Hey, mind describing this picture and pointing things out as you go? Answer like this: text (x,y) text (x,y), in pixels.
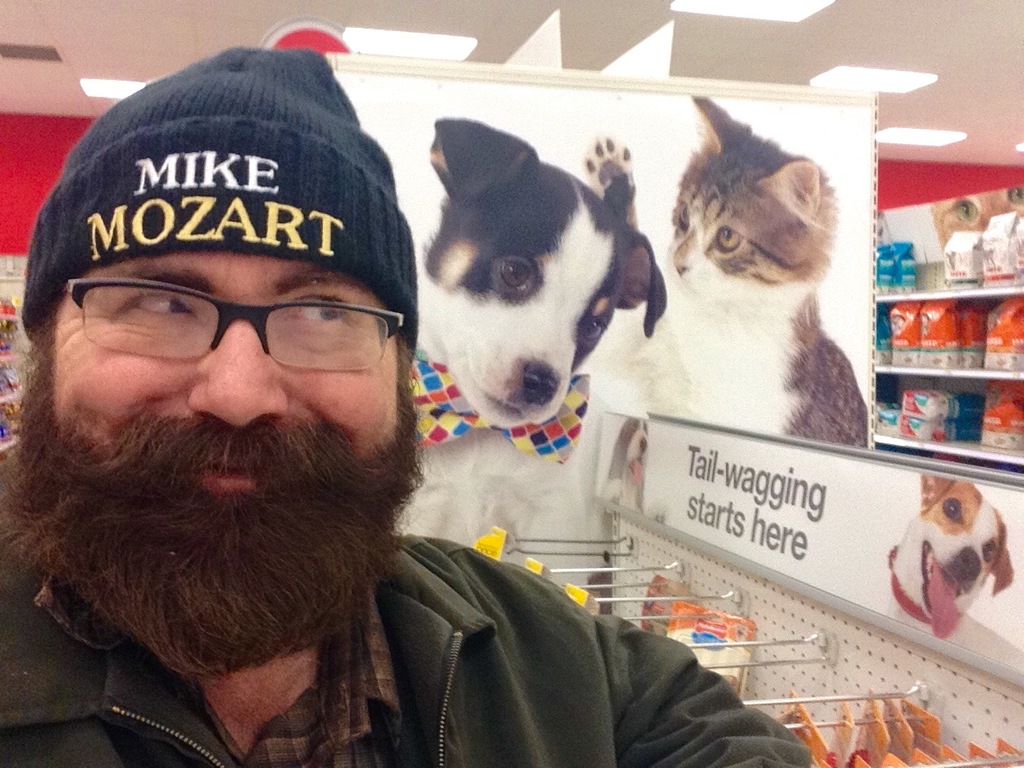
There is a person (284,399) wearing a cap (286,144) and specs (207,303). On the cap (181,203) something is written. In the back (407,80) there is a poster (439,122) with a dog and cat image (569,286). Also there are hangers (685,570). On that something is hanged. There are racks (946,375). On that some packets (941,353) are there. On the ceiling (578,33) there are lights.
